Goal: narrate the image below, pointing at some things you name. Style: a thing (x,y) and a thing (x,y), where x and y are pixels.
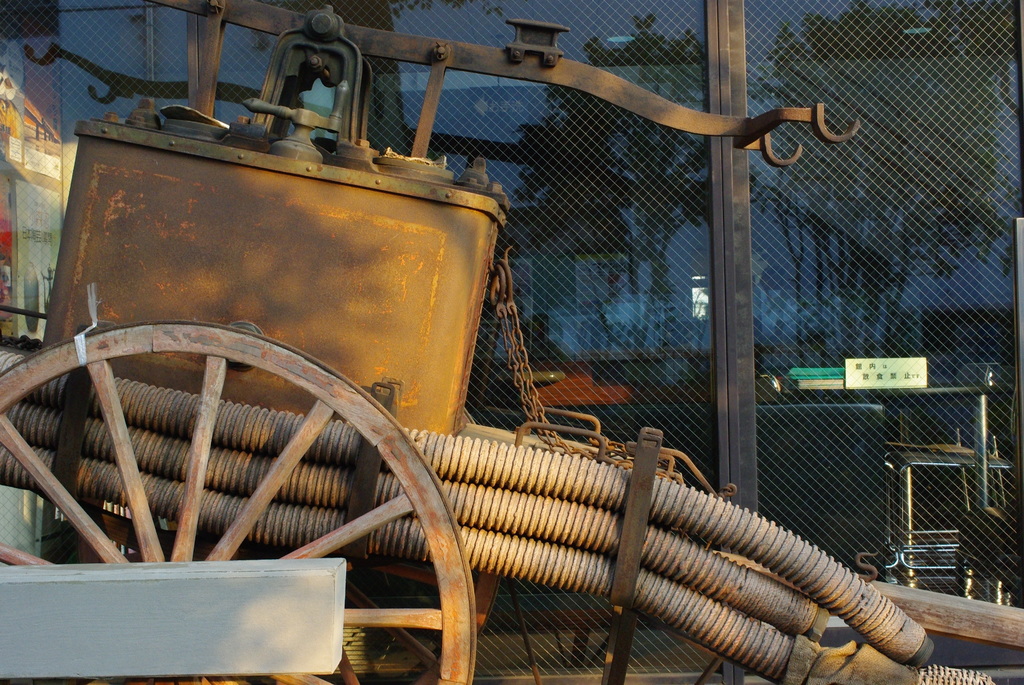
Background (932,148) portion of the picture is blurry and we can see the trees (973,180) and few objects (967,489). In this picture we can see a mesh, we can see the pipes (457,457), machine (481,184) place in a cart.
